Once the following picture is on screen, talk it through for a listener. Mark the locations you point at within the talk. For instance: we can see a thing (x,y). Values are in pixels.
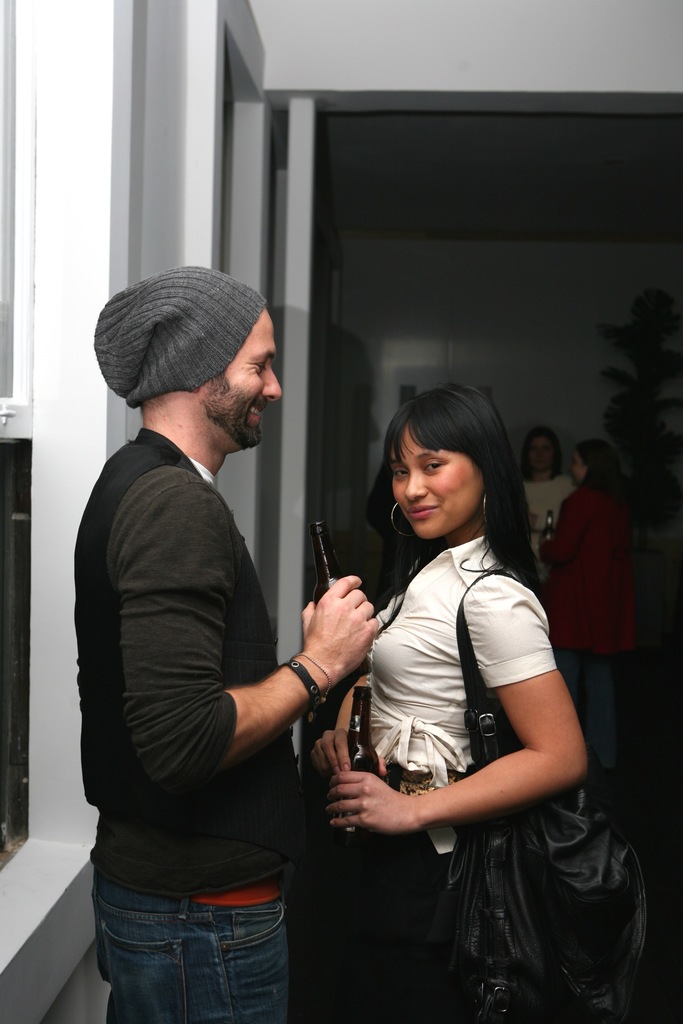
This picture is clicked inside the room (381,325). The man (191,552) in black T-shirt (209,715) is holding a glass bottle (332,569) in his hands (325,608). He is smiling. In front of him, the girl (441,702) in white dress (451,652) is also holding a glass bottle (374,760) in her hands (372,775). Behind them, we see two women (555,535) are standing. Behind them, we see a wall (447,287) in white color. On the left side (124,167), we see a white wall (153,194) and a window (10,631).
